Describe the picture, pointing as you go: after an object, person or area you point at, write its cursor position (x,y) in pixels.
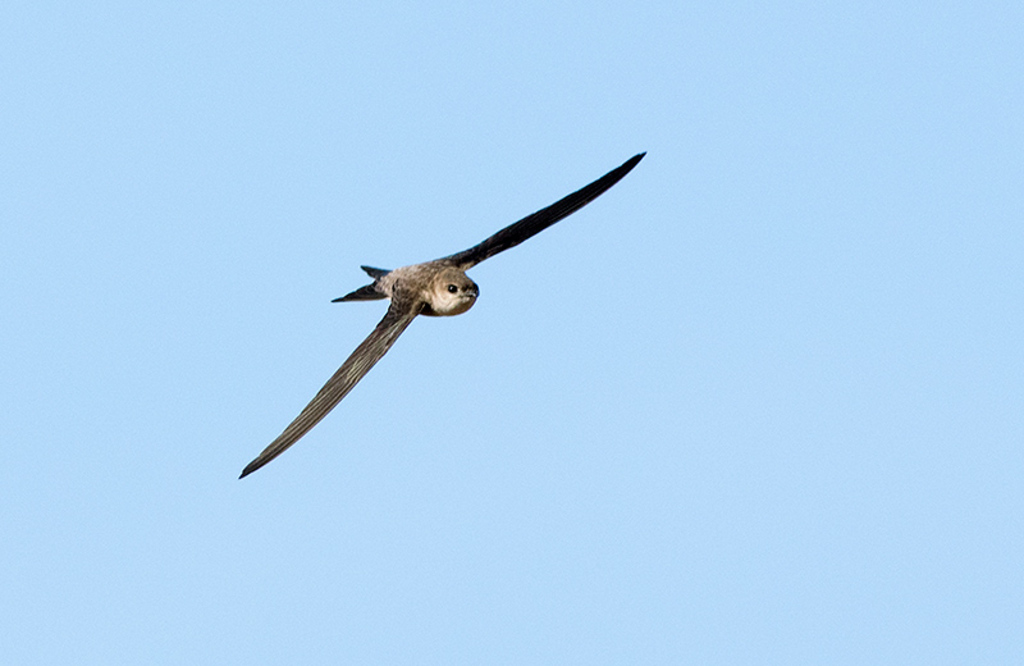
In this picture we can see a bird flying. In the background (437,127) we can see a clear blue sky (584,148).
